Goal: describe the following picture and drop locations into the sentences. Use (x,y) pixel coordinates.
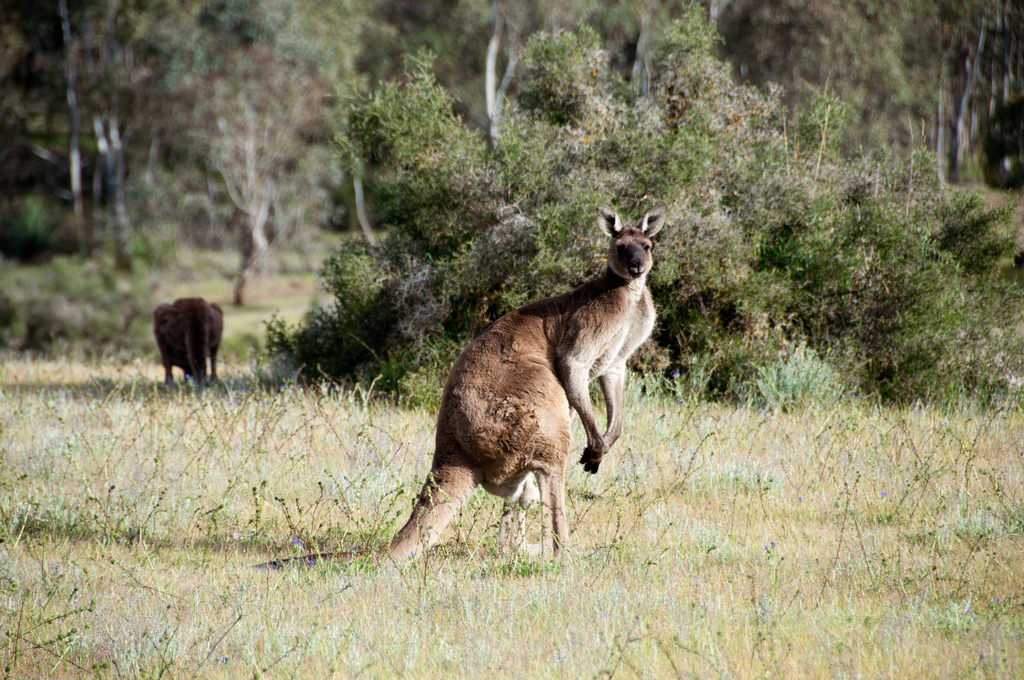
In this image, there are kangaroos (501,421) on the grass (544,562). In the background (876,242), I can see plants (455,247) and there are trees (978,70).
